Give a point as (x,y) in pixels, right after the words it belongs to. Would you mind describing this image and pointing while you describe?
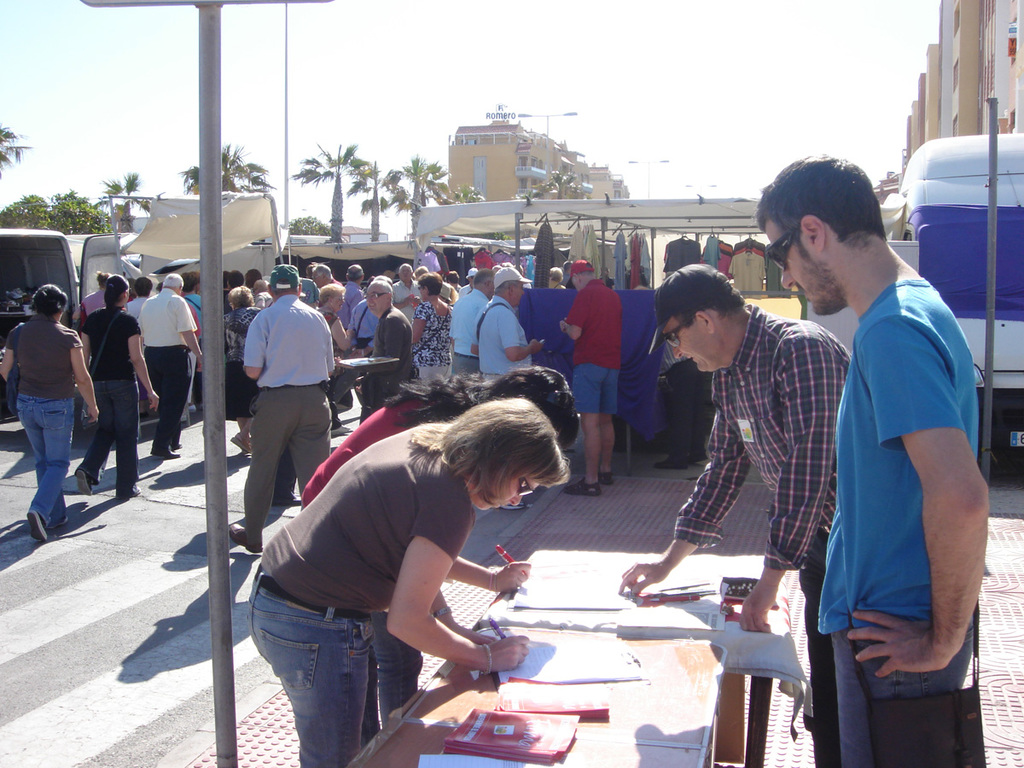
In this image in the front (498,702) there is a table (631,707) and on the table (637,695) there are papers (618,649) and there are persons (403,529) standing. In the background (177,344) there are group of persons (260,320) standing and walking and there are tents (151,252), there are clothes (685,254) hanging, there are vehicles (55,240), trees (91,219) and buildings (935,112) and poles (212,156).
